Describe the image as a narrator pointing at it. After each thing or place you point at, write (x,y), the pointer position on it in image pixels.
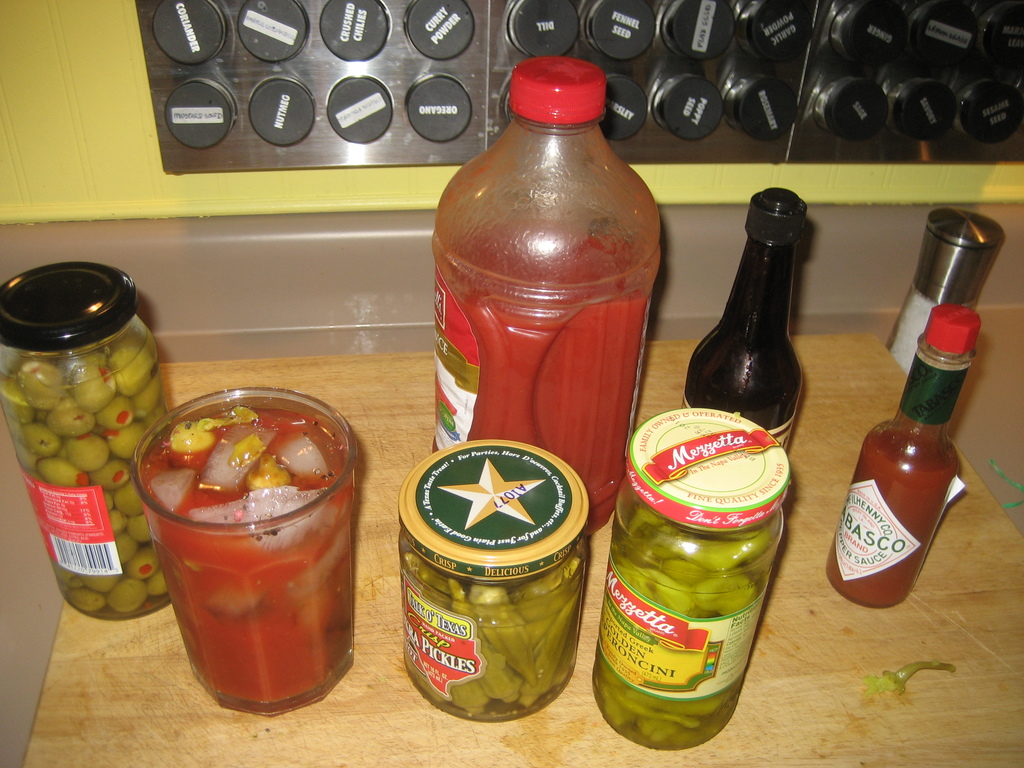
As we can see in the image there are bottles (536,342), glass (253,612) and jars (624,597) on table (844,660).
